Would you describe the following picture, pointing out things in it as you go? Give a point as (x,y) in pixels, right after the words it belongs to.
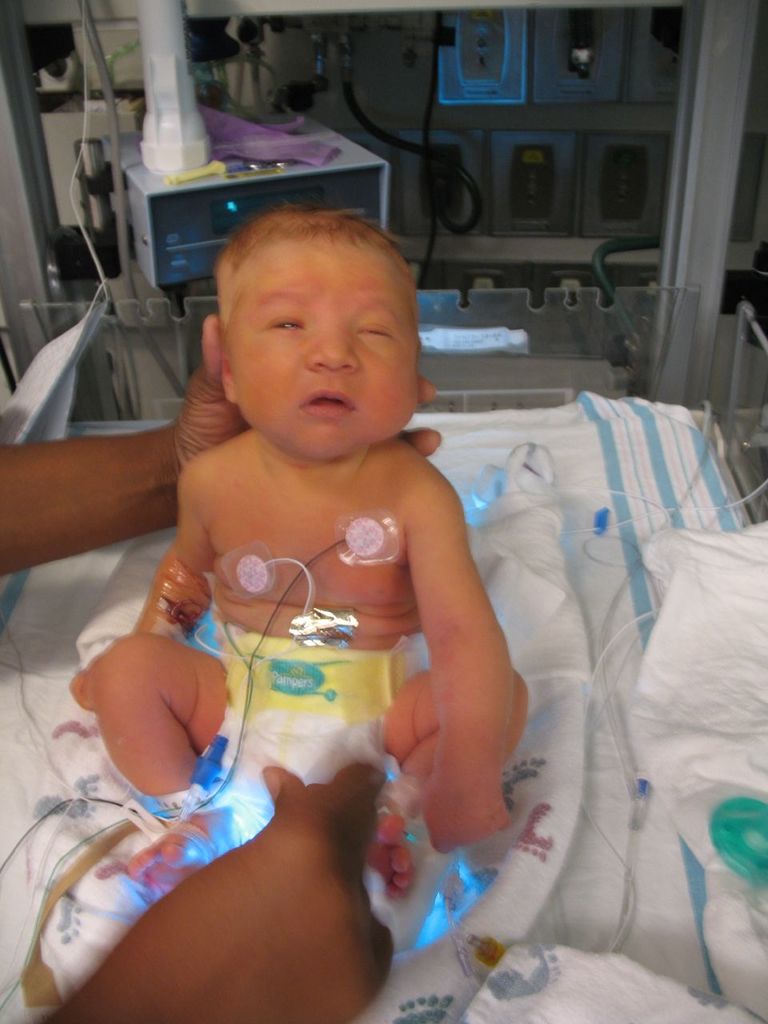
In this image in the center (270,483) there is one person (166,464) who is holding a baby (276,430), and on the baby (308,501) there are some objects (302,568). At the bottom (552,791) there is bed (625,637), on the bed (85,623) there are some blankets (618,641) and in the background (764,45) there are some machines (211,245), wires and some other objects (10,278).
